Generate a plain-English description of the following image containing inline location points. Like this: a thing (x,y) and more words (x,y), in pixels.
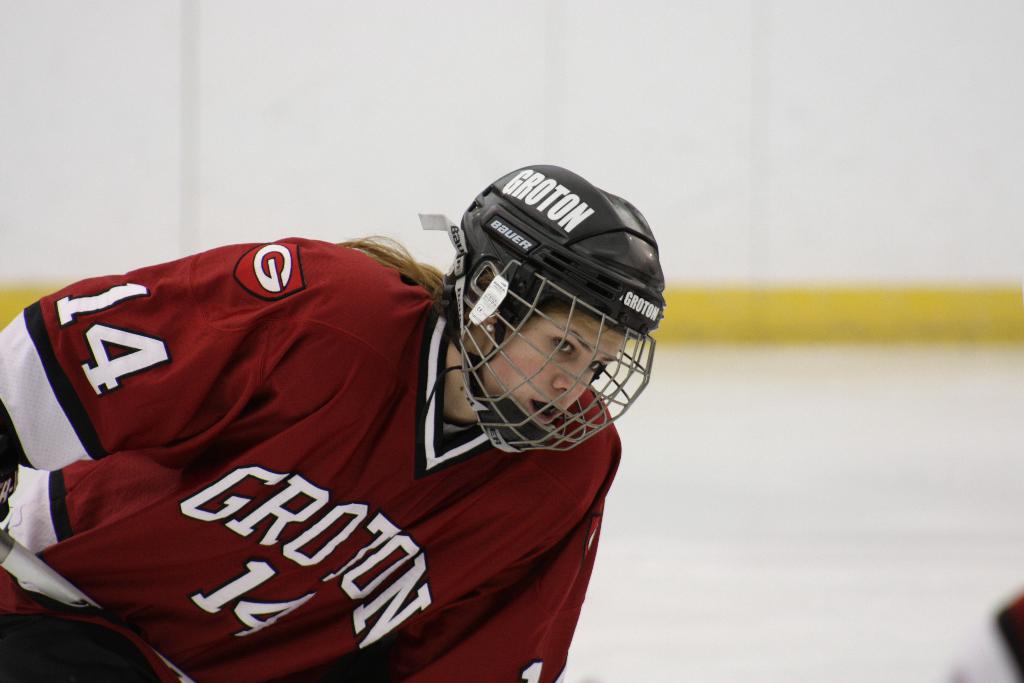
In this image there is a person (471,417) with a helmet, and in the background (100,71) there is a wall (1012,299).
